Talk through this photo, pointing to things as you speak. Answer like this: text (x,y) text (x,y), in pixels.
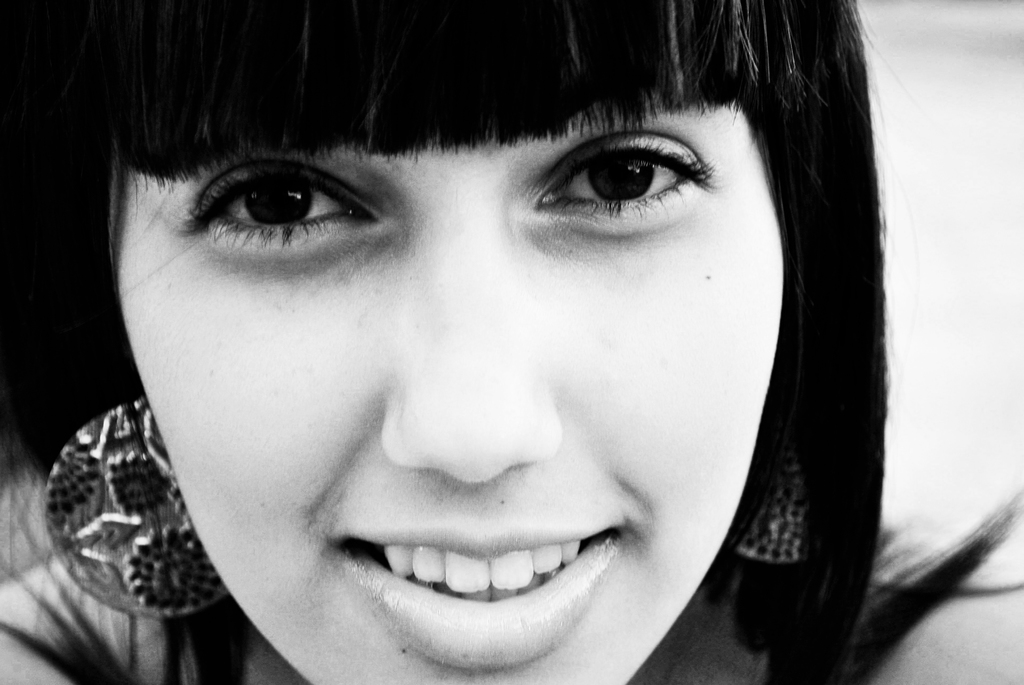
This is a black and white image. In this image we can see women (415,381).
